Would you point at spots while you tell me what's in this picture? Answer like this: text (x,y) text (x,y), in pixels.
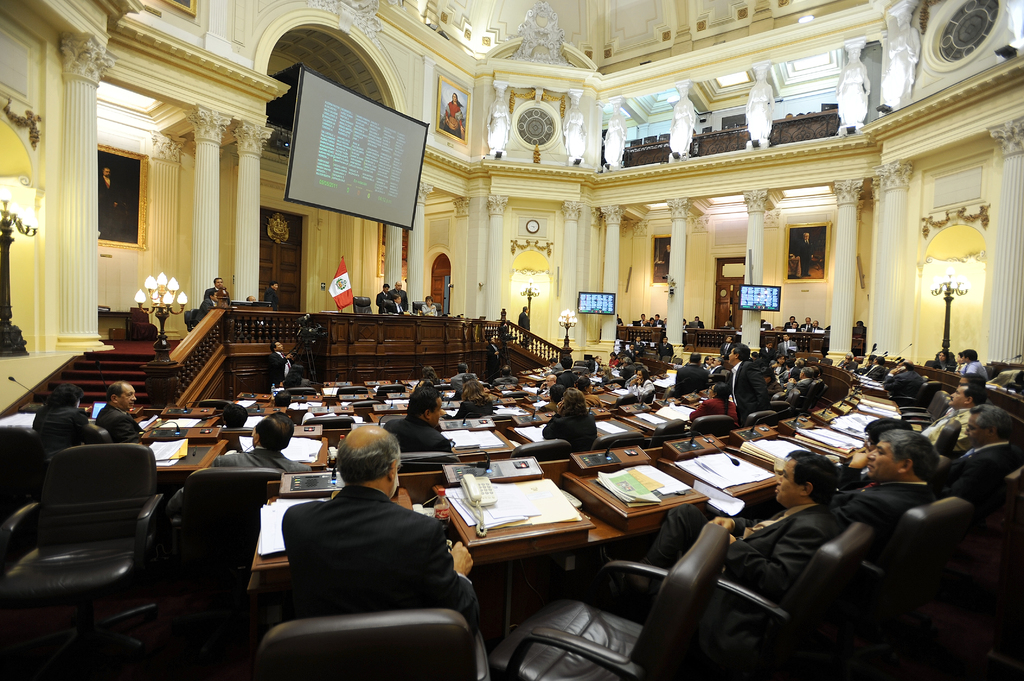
In this image there are group of people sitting on the chair (608,614). On the table (522,537) there is telephone (480,495), papers (494,518), bottle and a mic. At the background (347,292) we can see a flag (346,278) and a screen (404,182).
